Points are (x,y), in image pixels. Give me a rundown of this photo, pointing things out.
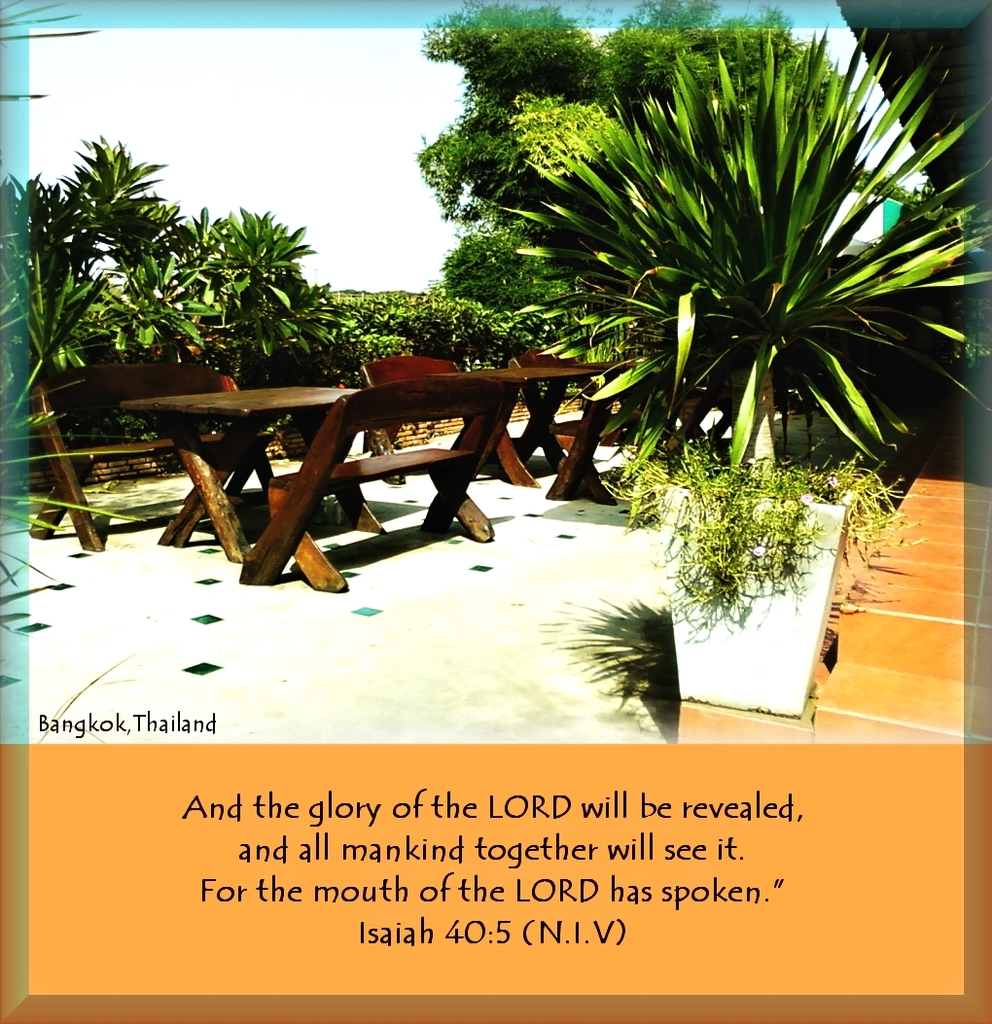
We can see poster (552,267), in this poster (503,570) we can see tables (176,406), benches (184,378), trees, plants (563,332) and sky (309,138). Bottom of the image (557,800) we can see text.
